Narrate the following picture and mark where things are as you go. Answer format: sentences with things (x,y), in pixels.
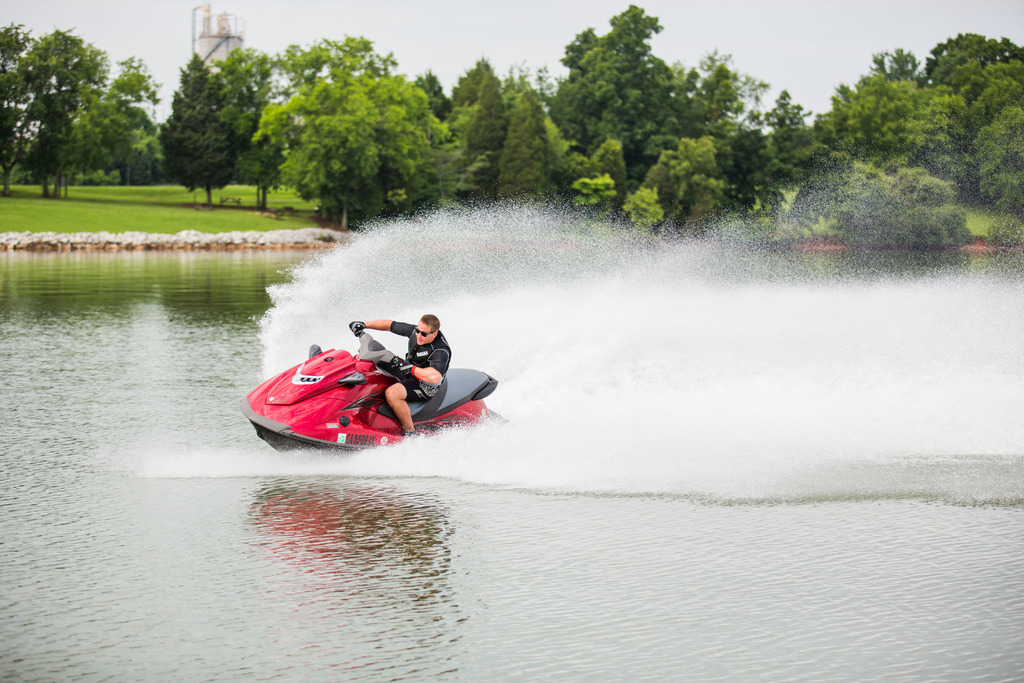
In the picture we can see a man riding a water jet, which is red in color in the lake (919,606) and in the background (912,80), we can see a grass surface (97,226) with trees (910,123) and behind it we can see the sky (182,26).
